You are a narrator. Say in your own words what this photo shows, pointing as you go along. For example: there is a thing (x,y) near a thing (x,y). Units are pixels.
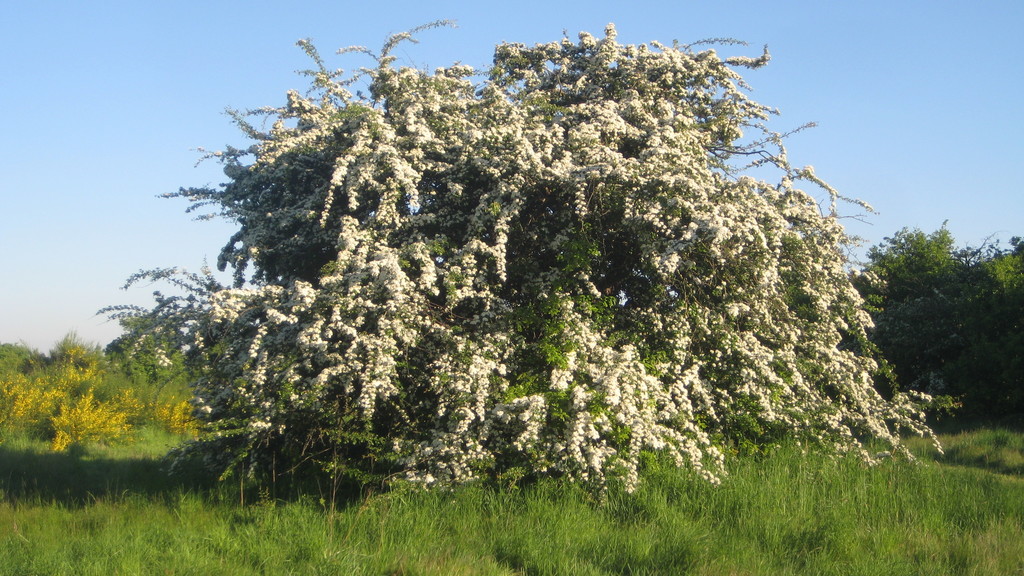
Here in this picture we can see plants (584,404) present on the ground (670,464), which is fully covered with grass (286,517) over there.
